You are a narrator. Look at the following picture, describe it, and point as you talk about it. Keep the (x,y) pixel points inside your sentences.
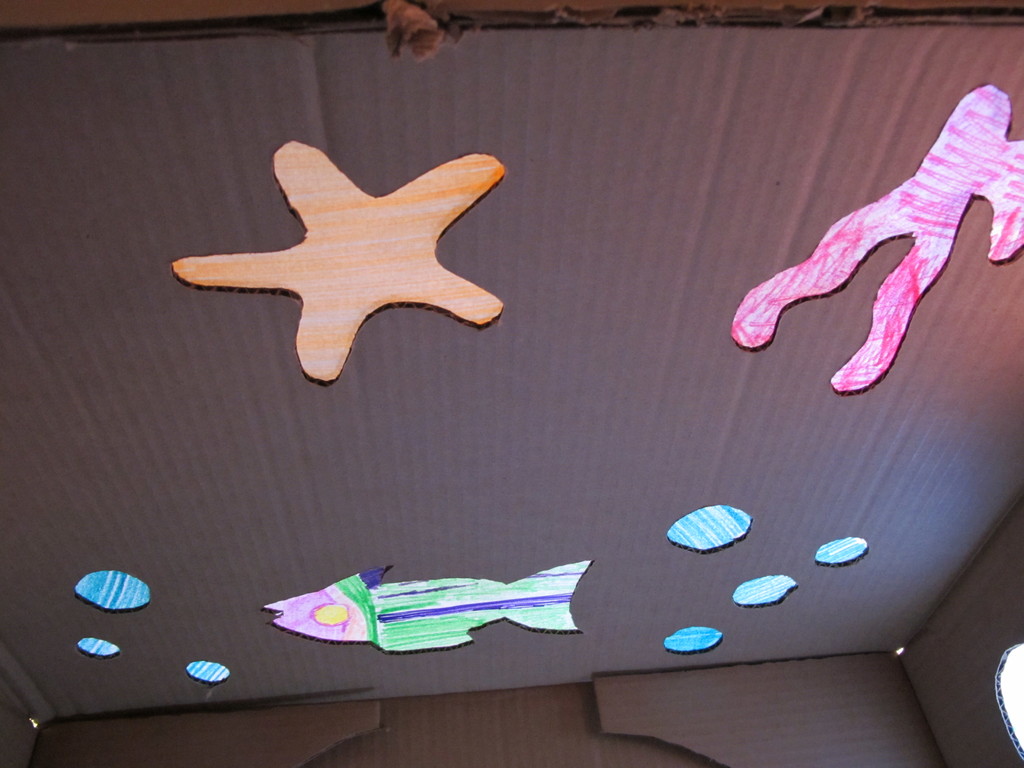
In this image there is a cardboard box (663,357) having few paper cuttings (360,591) of a star (455,170) and a fish (444,600) are attached to it.
